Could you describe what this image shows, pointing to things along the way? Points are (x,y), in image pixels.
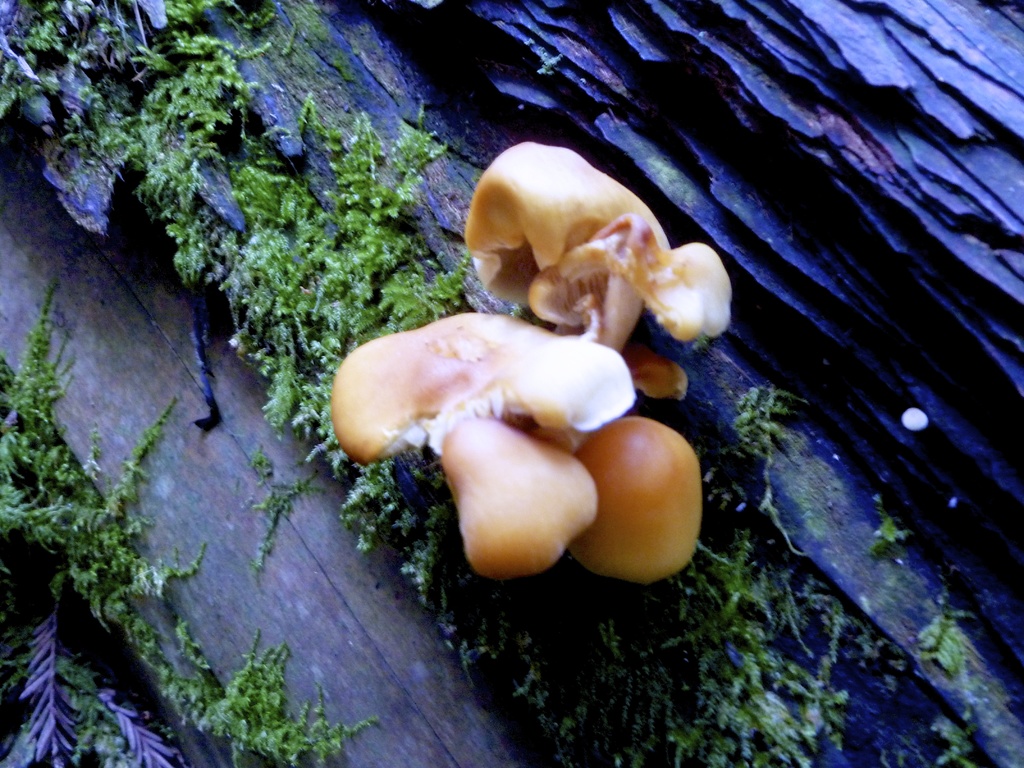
In this image I can see a mushroom (586,438) which is brown and cream in color on the wooden surface (635,173) which is black in color. I can see some grass (312,248) which is green in color on it.
